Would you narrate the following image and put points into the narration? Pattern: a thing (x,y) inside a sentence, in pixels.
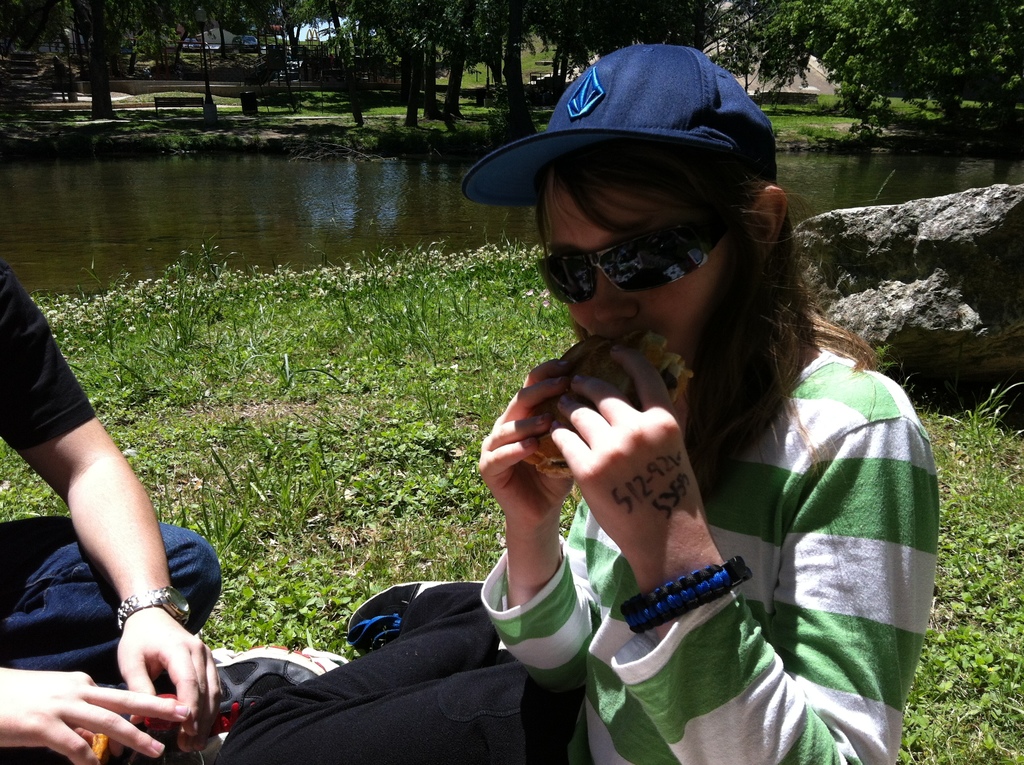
In this picture we can see two people (64,694) sitting on the ground (488,489) where a woman (637,175) eating food (552,470) with her hands (613,406) and in the background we can see a rock (958,195), water (511,211), trees (404,60), benches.
